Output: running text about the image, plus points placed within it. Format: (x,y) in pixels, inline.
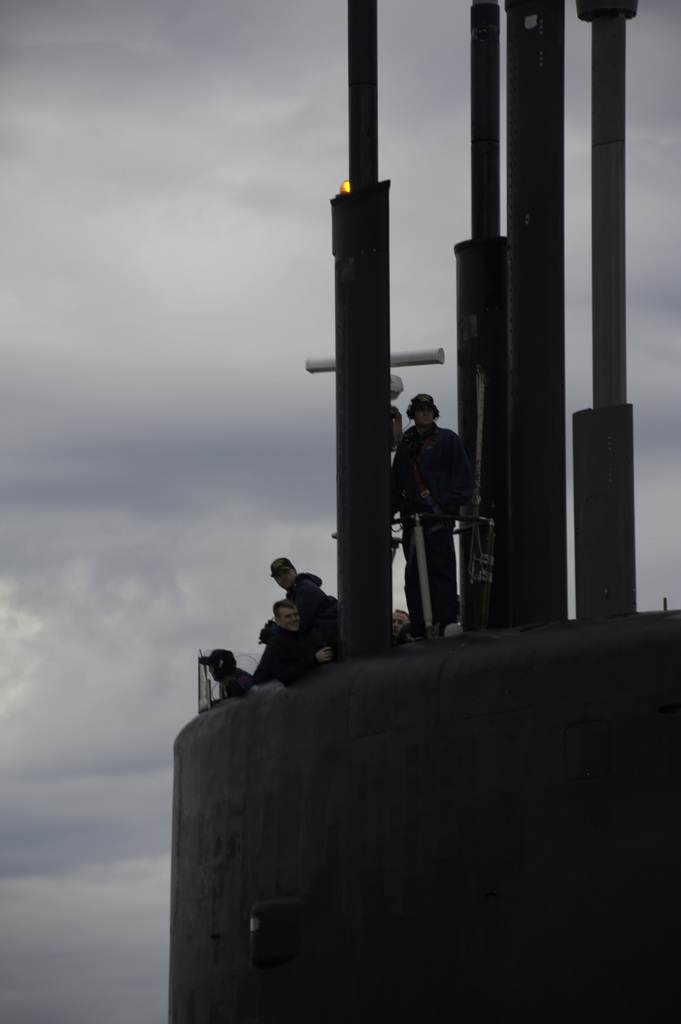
In this image we can see some people (429,584) on the surface (432,674). One man (446,567) is wearing headphones (415,415) is standing, we can also see some metal poles (356,263) and a light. In the background (588,367), we can see the cloudy sky (160,238).
